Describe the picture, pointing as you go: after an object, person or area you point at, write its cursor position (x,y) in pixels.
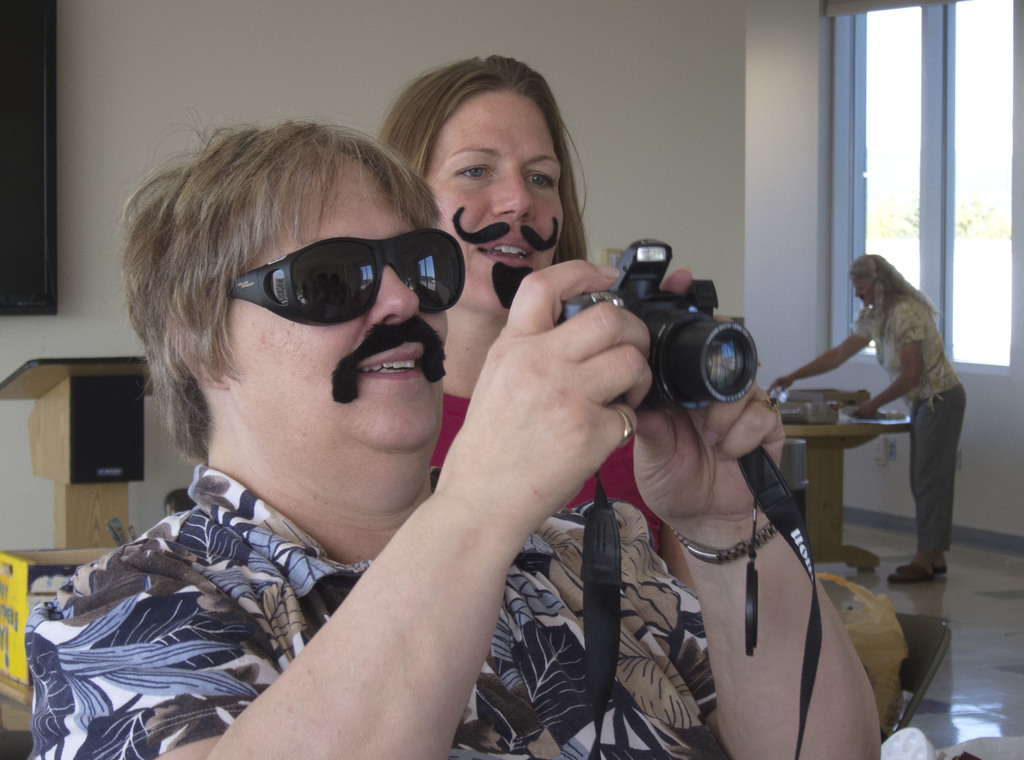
In this image there are three persons (708,423) at the left side of the image (174,317) person (401,416) wearing black color goggles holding a camera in his hand (766,440) and at the right side of the image (913,462) a person (881,396) standing near the wall (860,402).
